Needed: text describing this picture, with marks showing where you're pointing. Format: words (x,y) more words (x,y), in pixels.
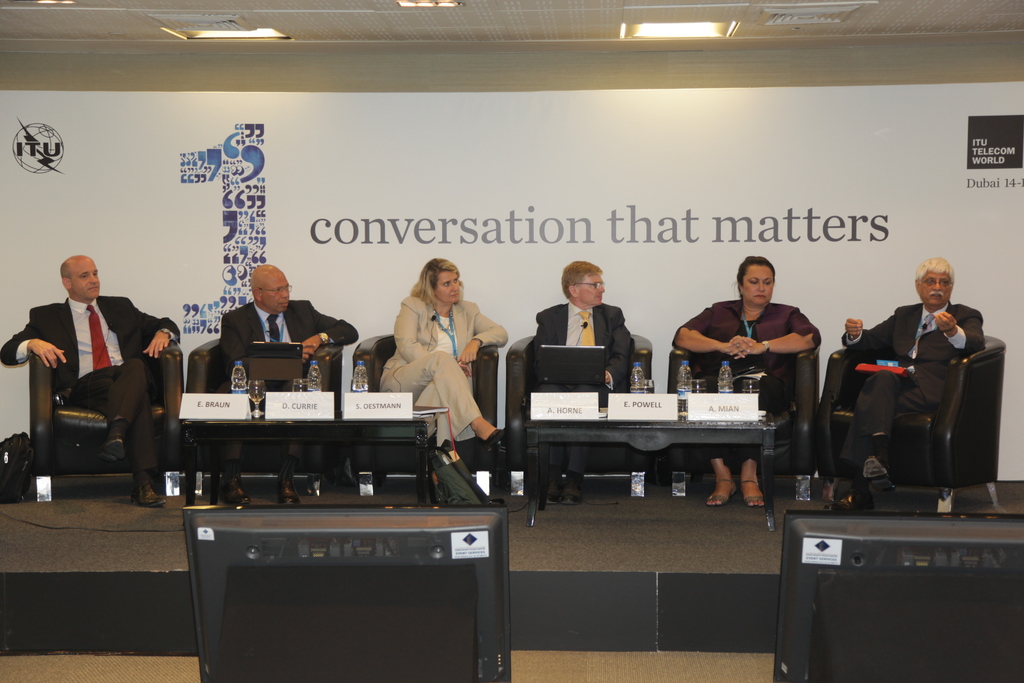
In this image we can see few people (106,336) sitting on chairs (802,394). In front of the persons (571,471) there are few objects (321,401) on the tables (424,468). Behind the persons (550,498) we can see a banner (624,268) with some text (882,212). At the top (194,44) we can see the roof (666,2) with lights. In the foreground (396,547) there are two objects (464,547).
